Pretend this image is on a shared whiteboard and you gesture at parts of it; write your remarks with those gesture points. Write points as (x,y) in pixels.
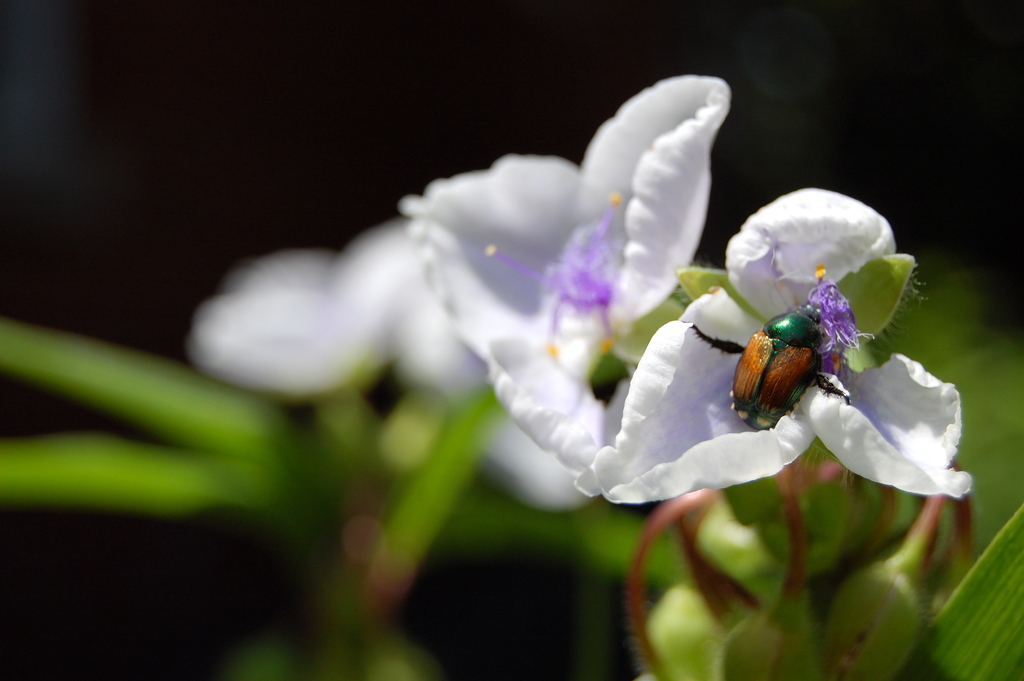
In this image there are few plants (513,490) having flowers (563,375). There is an insect (809,363) on the flower (849,340).
